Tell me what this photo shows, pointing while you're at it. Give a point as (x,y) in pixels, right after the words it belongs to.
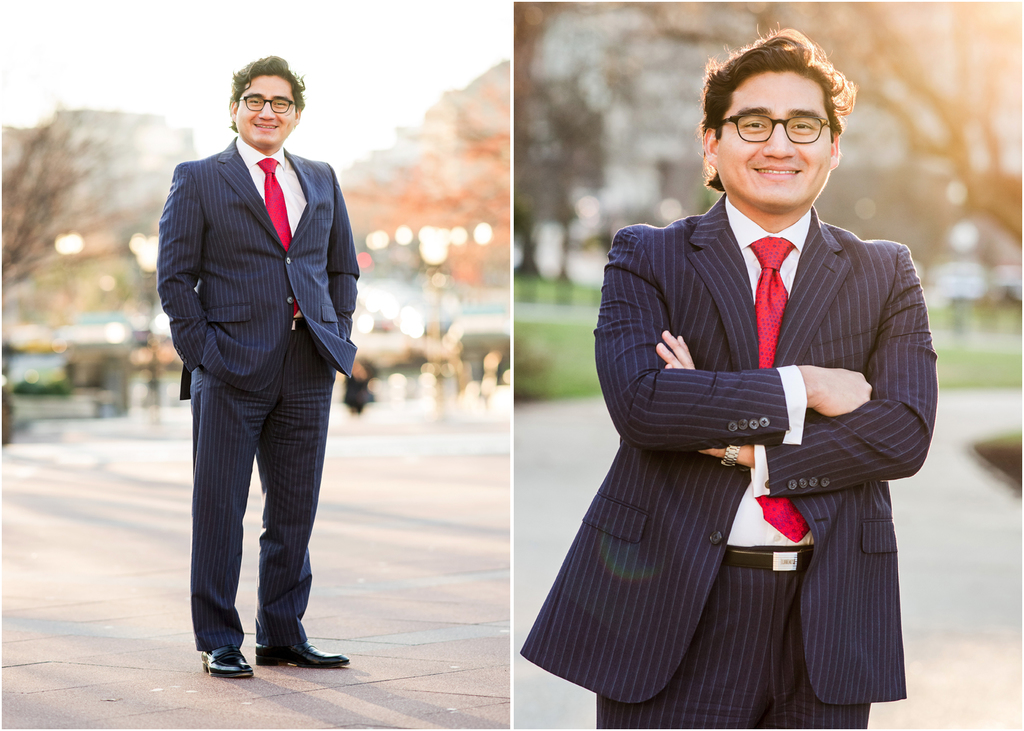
This picture is collage of two images in which the person (736,403) is standing and smiling and the background (890,69) is blurry.
